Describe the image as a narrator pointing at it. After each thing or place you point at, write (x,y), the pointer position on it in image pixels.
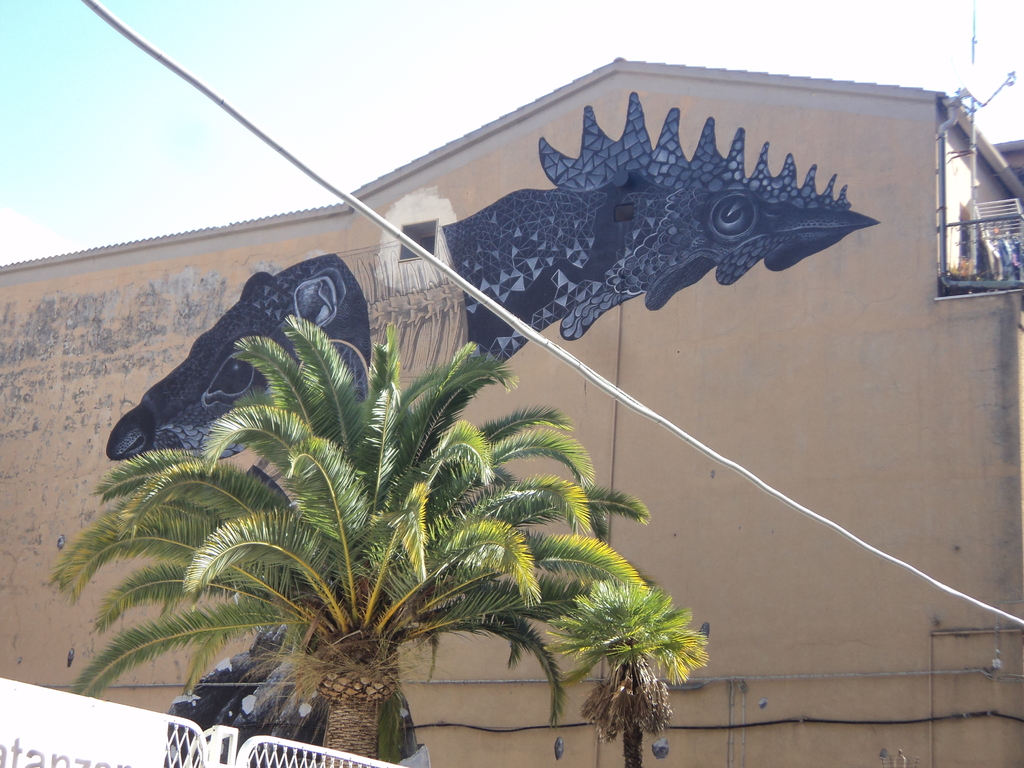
In this picture I can see there is an image (424,287) of an animal (211,377) on the wall (645,378), there is a building (850,439), a tree (399,575), fence (207,751) and there is a white cable (198,78) and the sky (279,63) is clear.
